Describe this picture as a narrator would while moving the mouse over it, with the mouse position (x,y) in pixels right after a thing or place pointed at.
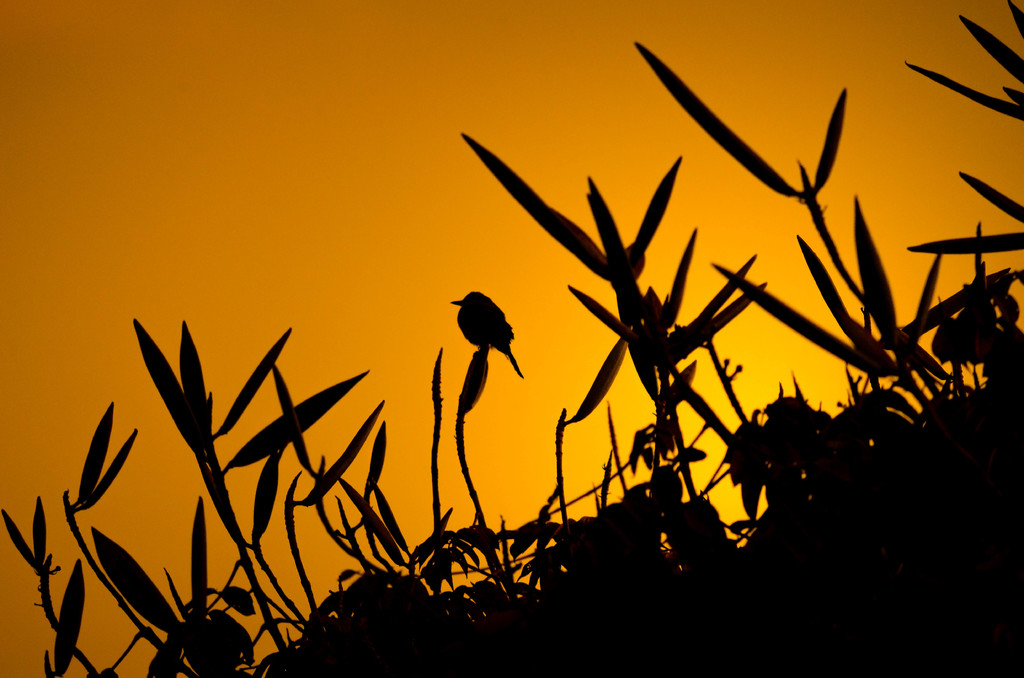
In the foreground of this image (599,574), there are plants (909,464) and a bird (468,297) on it. In the background (332,165), there is an orange sky (303,170).
